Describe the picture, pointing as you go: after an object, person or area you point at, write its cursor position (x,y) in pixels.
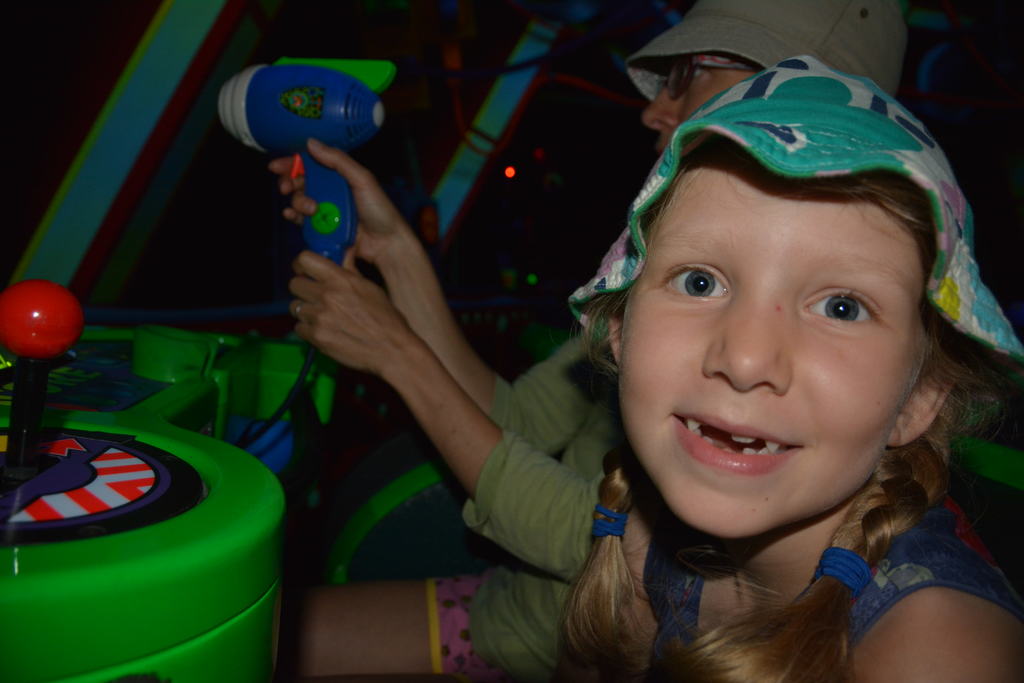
In this picture we can see two persons (652,515) here, they wore caps (735,110), this person (567,396) is holding something, we can see a handle (37,323) here.
